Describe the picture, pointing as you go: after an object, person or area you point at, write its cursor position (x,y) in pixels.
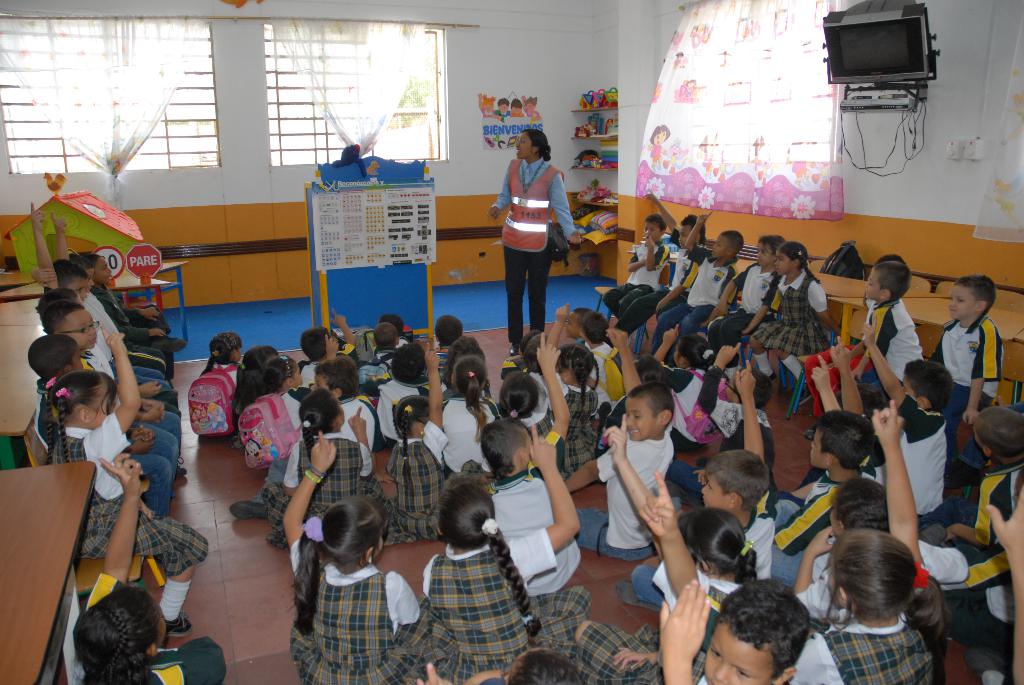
This image is taken in a classroom (390,323). In this image we can see the kids (496,501) sitting on the floor (272,573) and some are sitting on the benches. There is also a woman (544,174) standing. Image also consists of windows (392,155) with curtains (96,59), depiction of a house (139,234), some toys (616,129), switch board (957,141) and also the poster (505,136) attached to the plain wall (560,138).
